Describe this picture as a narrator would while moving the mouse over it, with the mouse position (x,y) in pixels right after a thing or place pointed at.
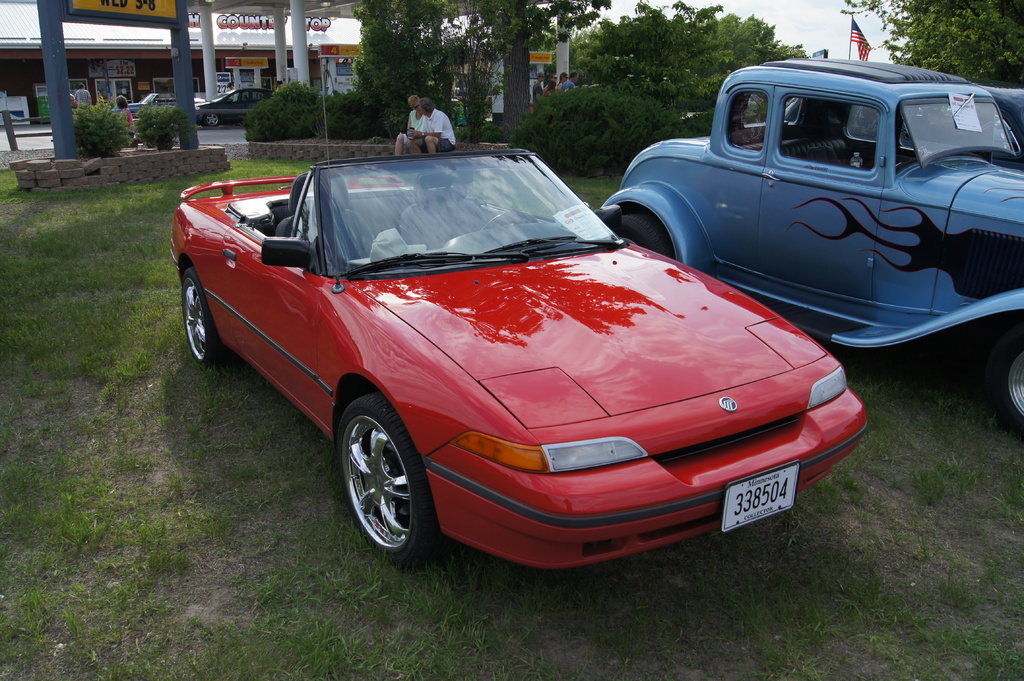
In the image in the center (490,370) we can see two different color cars (695,322). In the background (742,21) we can see the sky (776,15), clouds (781,31), trees (660,36), plants (289,89), grass (130,237), pillars (181,100), banners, vehicles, building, wall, roof (12,13), flag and few people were sitting.
